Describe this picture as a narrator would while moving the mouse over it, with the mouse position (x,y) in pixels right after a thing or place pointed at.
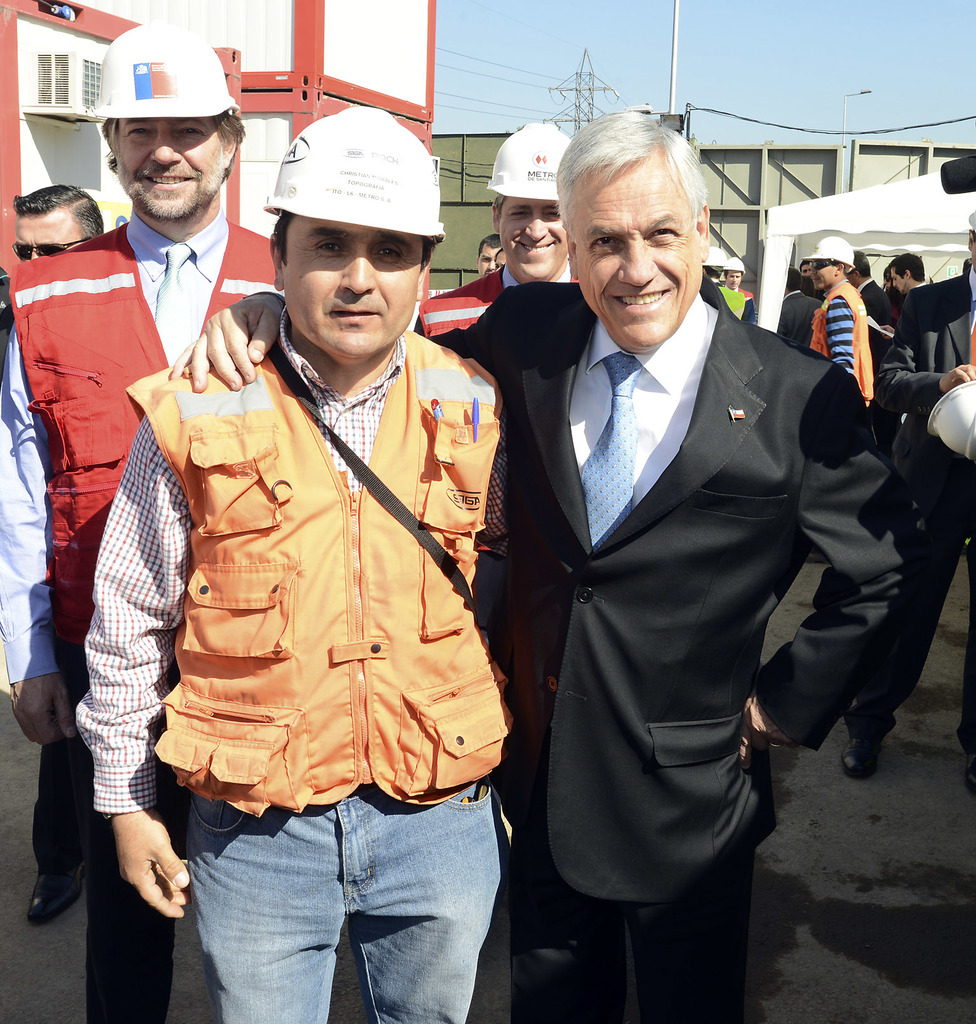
In this picture we can see a group of people (470,383) standing. On the right (843,243) there are group of people (860,297) standing and there is a canopy (834,230). On the left (250,62) there is a building (7,66). In the center of the background (475,106) there is an iron frame (765,160), pole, current pole (577,82), cables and sky (624,56).
